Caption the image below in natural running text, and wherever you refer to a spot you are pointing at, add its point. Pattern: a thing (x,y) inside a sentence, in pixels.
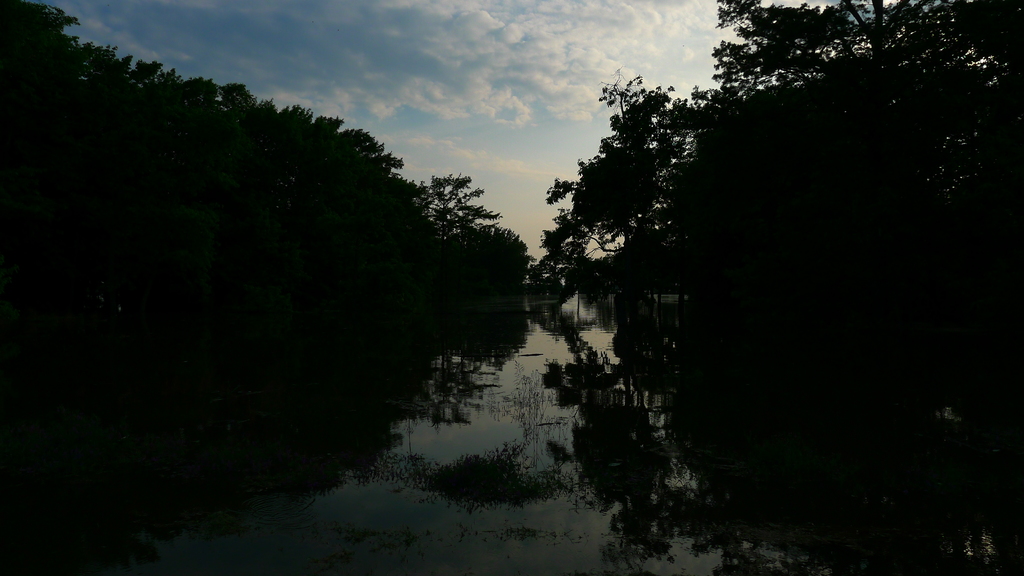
In this image I can see water (564,464), trees (384,262), plants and the sky (584,125). This image is taken may be near the lake (589,420).
